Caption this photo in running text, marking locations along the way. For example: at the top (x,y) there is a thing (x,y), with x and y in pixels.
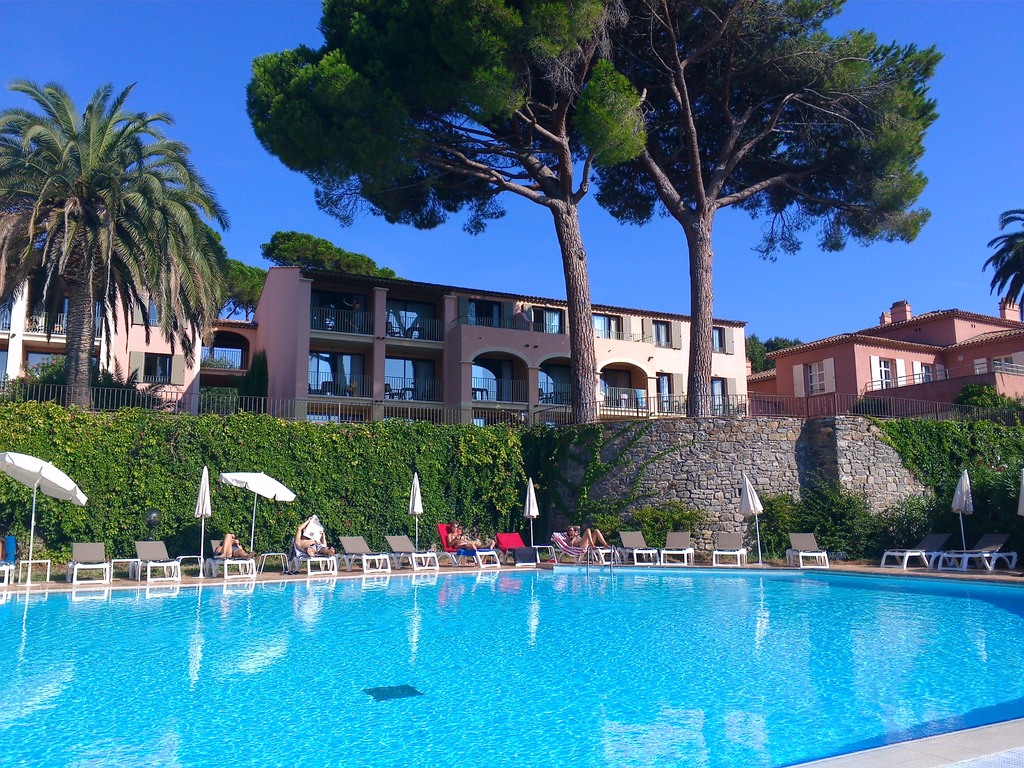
In the foreground of the picture (964,557) there are beach chairs (151,554), umbrellas (19,475), people (574,535) and a swimming pool (573,664). In the center of the picture (433,451) there are trees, wall (655,464), creepers (596,462) and plants (848,494). In the background (531,371) there are buildings (414,291) and trees (253,306).
